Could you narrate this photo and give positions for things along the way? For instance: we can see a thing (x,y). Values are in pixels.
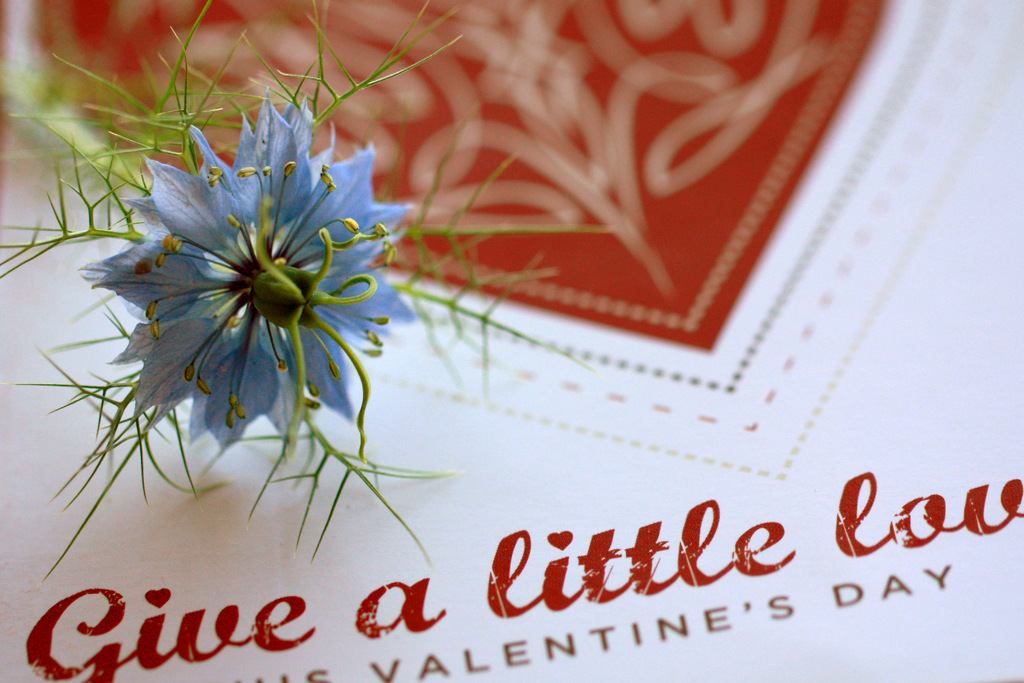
In this image we can see a flower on the card (772,374).
